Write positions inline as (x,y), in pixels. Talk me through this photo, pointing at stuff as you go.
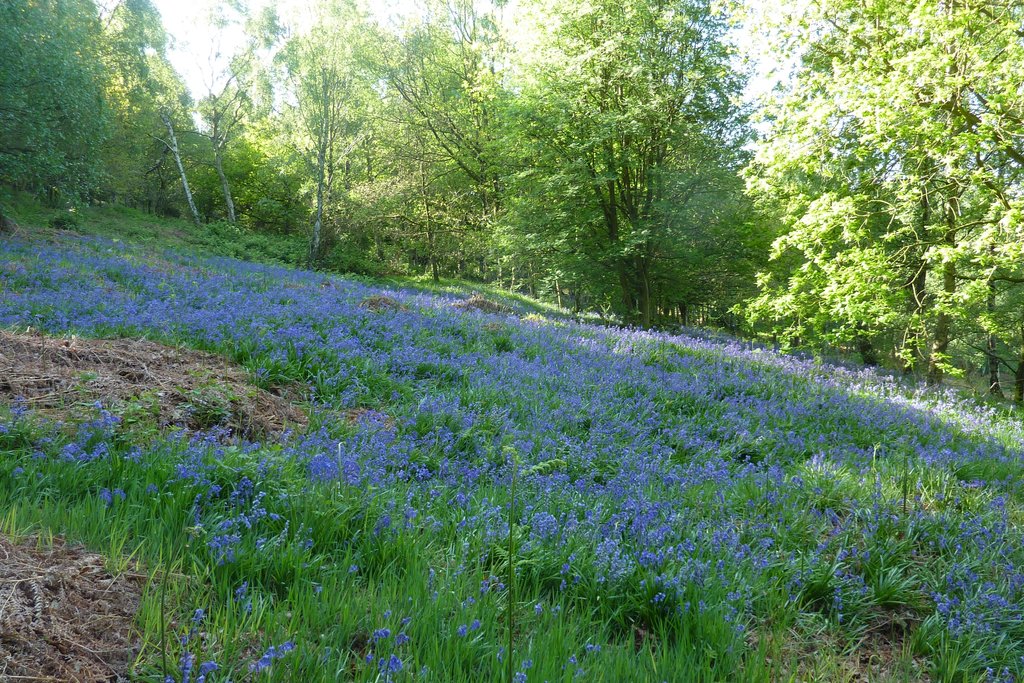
In the picture there is a lot of greenery (726,201) with grass (350,421) and trees (583,171), there are purple flowers (279,296) to the grass (782,488).
